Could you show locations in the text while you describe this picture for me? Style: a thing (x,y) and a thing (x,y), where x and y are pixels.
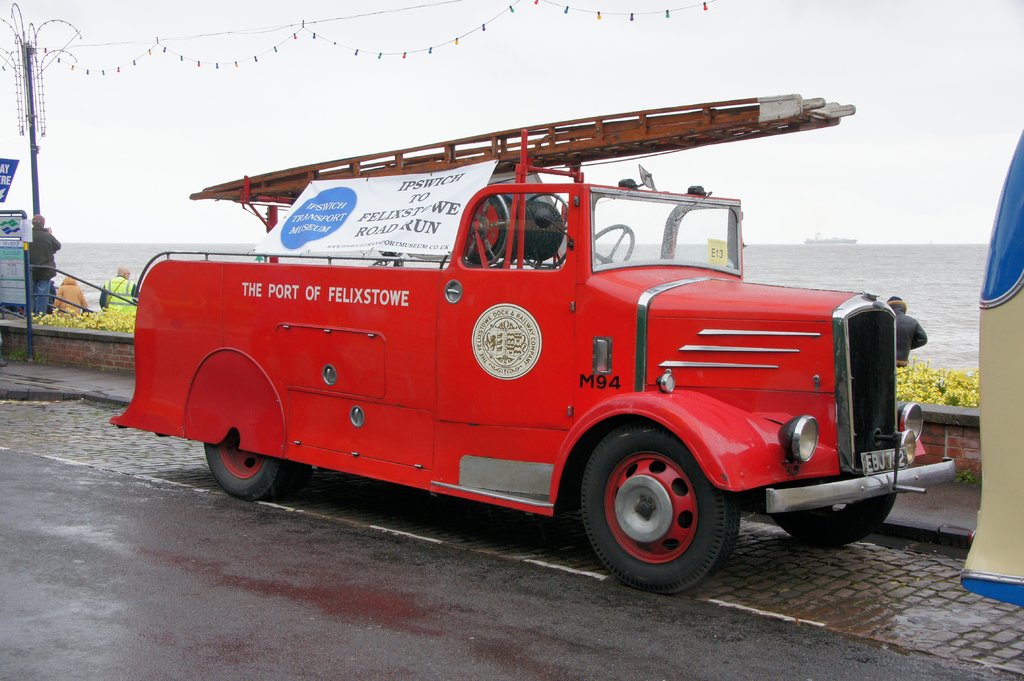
In the middle of this image (421,433), there is a red color vehicle (720,374) having a ladder (772,113) and a banner (395,186) on the top of this vehicle (667,564). On the right side (1002,543), there is another vehicle (999,256). In the background (33,236), there are plants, person's (52,236), a pole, a sign board (9,242), a boat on the water (888,260) of the ocean (838,250) and there are clouds (387,66) in the sky (264,56).
